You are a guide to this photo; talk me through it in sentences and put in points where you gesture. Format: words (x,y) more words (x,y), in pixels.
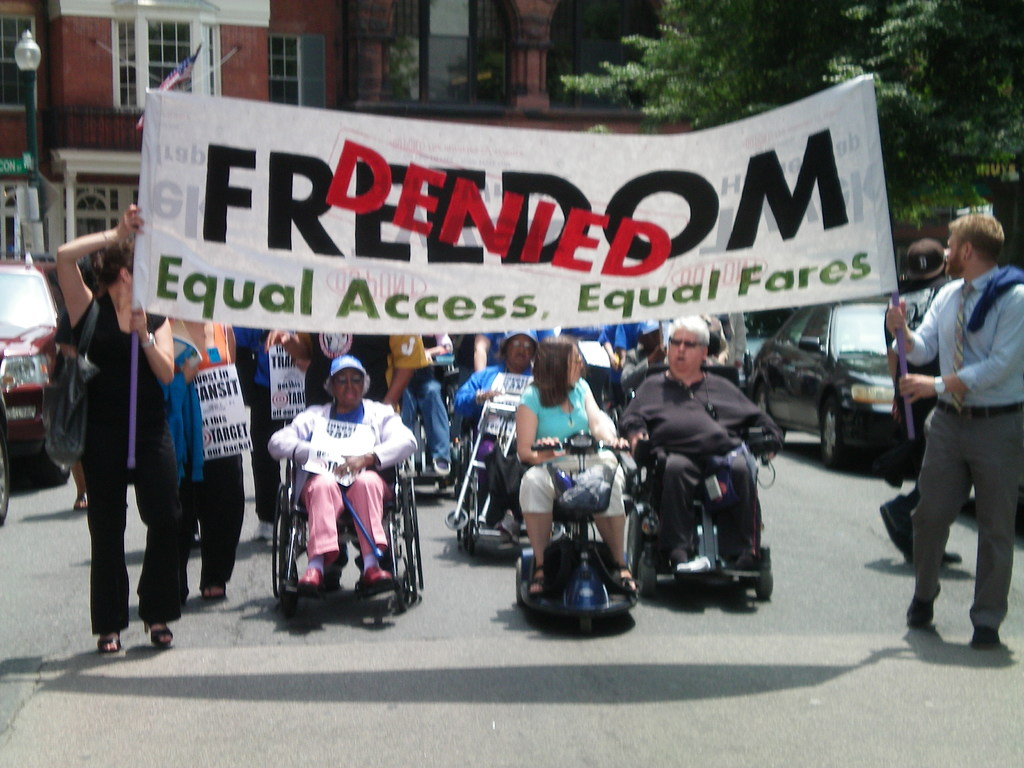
In the foreground (368,207), I can see two persons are holding a board (739,235) in hand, a group of people (639,370) are riding vehicles (602,471) on the road (835,489) and I can see posters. In the background (268,9), I can see buildings (470,56), trees (789,73), windows (138,93), light pole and so on. This image is taken, maybe during a day.
